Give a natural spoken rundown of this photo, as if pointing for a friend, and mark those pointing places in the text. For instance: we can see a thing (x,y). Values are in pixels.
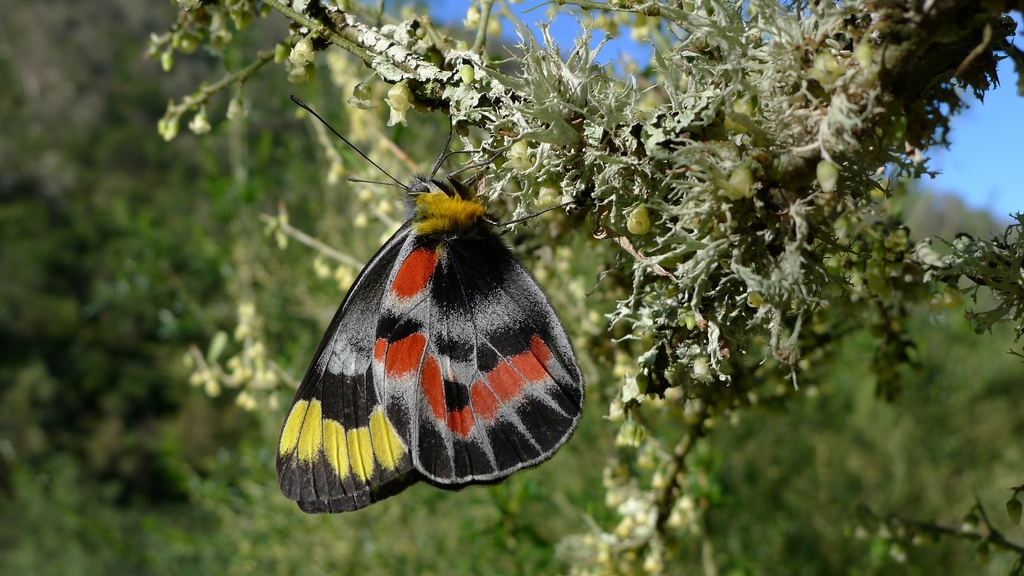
In this image there is a butterfly (429,371) sucking the juice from the flower (545,199). In the background (206,241) there are so many trees (415,525). At the top (985,148) there is the sky (982,153). At the top (761,171) there is a plant (705,211) to which there are flowers (647,231).
